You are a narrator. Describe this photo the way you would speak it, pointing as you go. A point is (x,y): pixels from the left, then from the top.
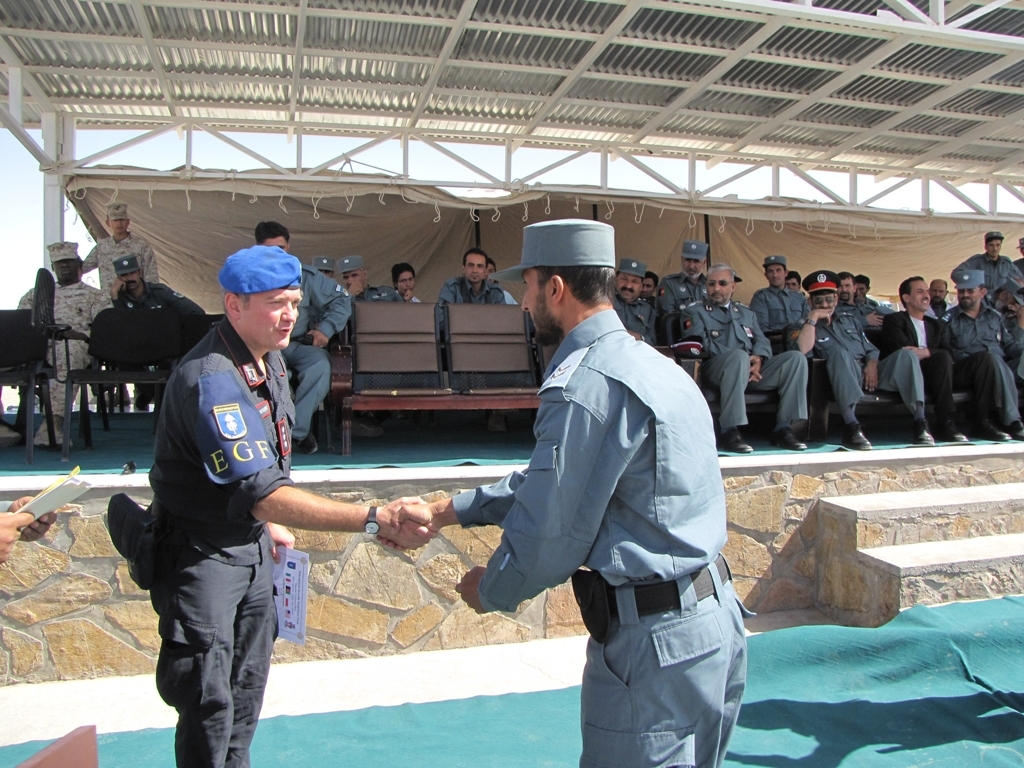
There are two persons (567,523) standing at the bottom of this image (488,587), and there are some persons (333,296) sitting on the chairs (425,332) is in the middle of this image (436,353). There is a curtain (914,265) in the background (732,225). There is a roof (260,106) of a shelter (472,96) at the top of this image (392,58).
